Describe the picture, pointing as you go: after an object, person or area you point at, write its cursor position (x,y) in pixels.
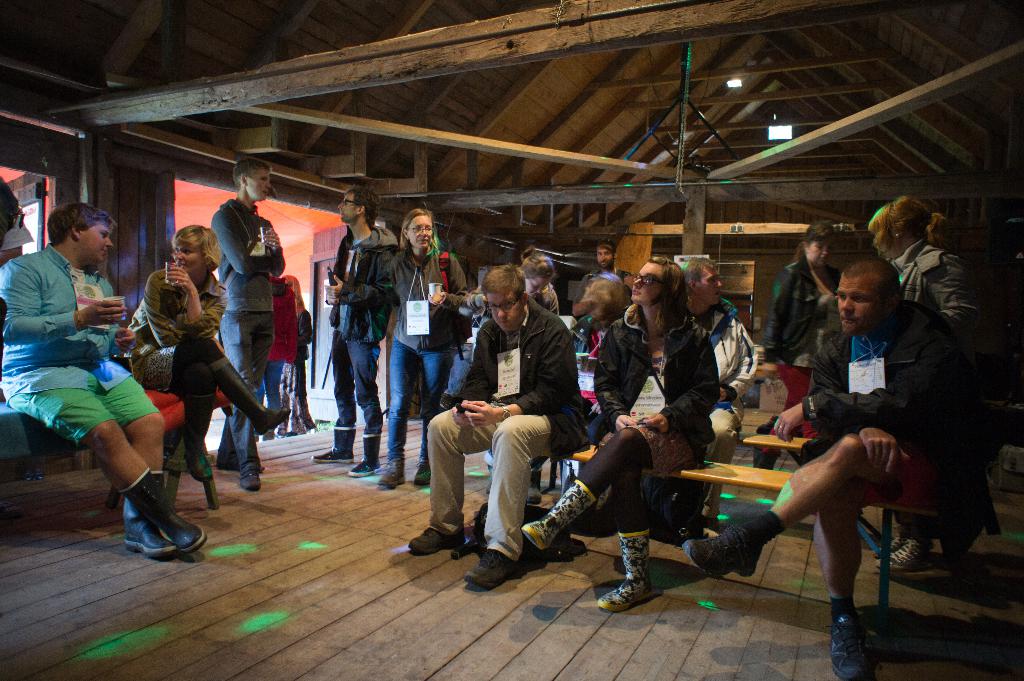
Inside a wooden room (257,97) there are a group of people (279,304), they are discussing with each other and some of the people (334,366) were standing at the entrance (329,354).
